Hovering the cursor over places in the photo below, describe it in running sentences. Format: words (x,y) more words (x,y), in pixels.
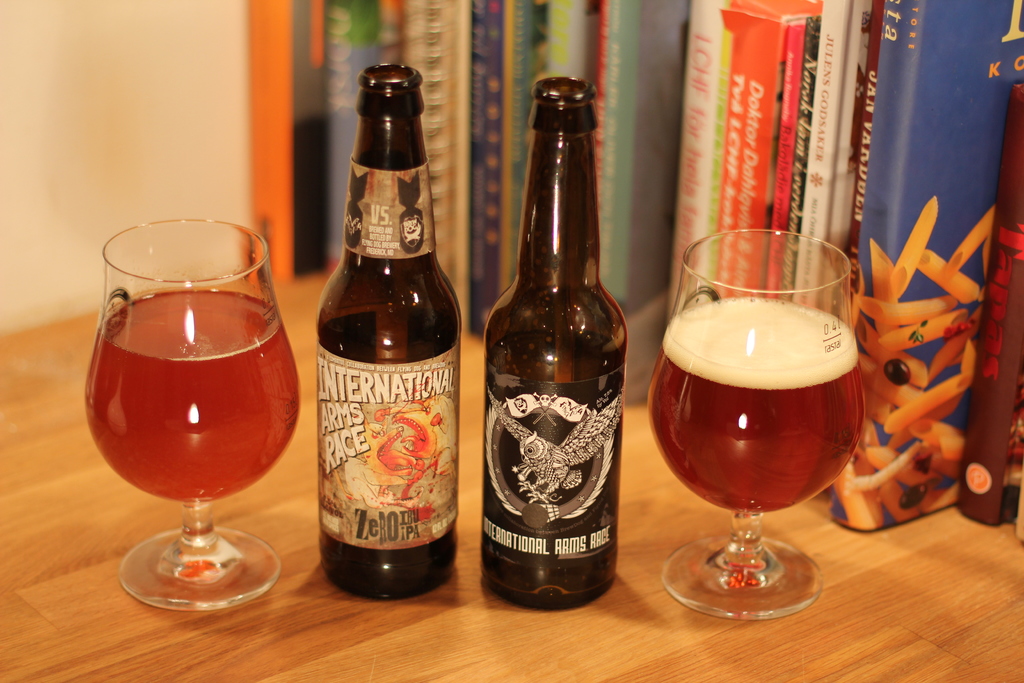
In this image I can see few glasses (256,454), bottles (393,387) and few books (676,206) on the brown color surface (626,602). I can see the wall (179,162).
